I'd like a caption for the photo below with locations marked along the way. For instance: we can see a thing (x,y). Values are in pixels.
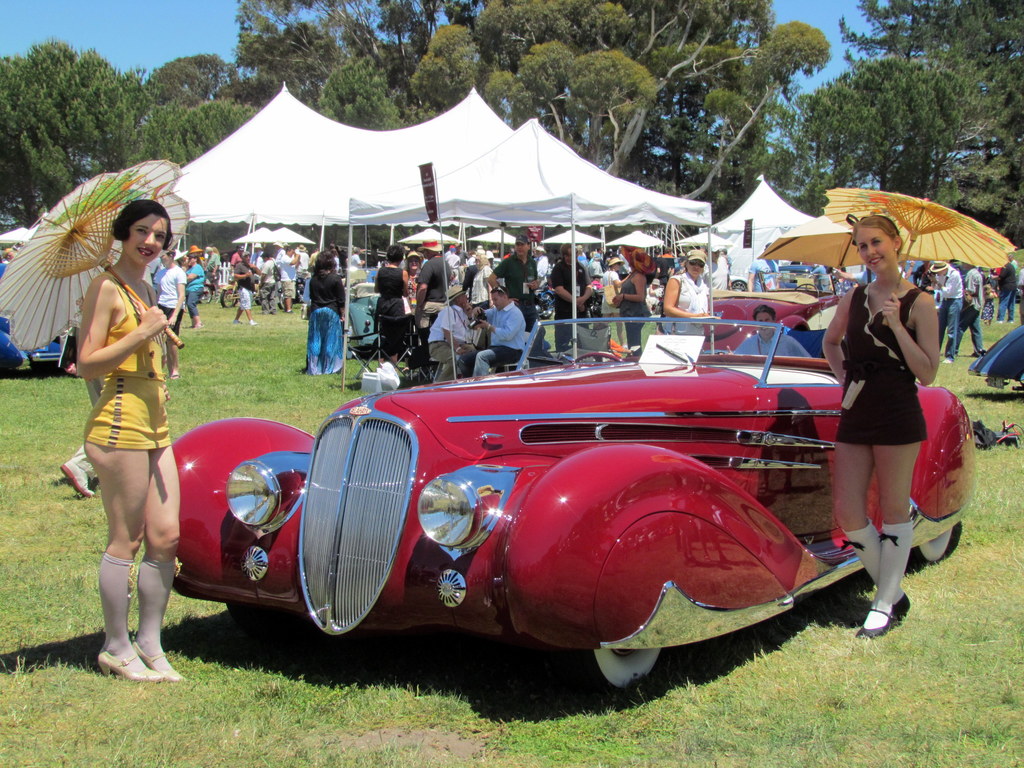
In this image in the front (809,729) there's grass (774,681) on the ground (699,656). In the center (552,452) there is a car (583,453) and there is a person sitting in the car (713,382) which is red in colour. In front of the car (292,433) there are persons (890,424) standing and smiling and holding umbrella (83,287). In the background (516,188) there are tents (474,185) which are white in colour and there are persons (434,284) sitting and standing and walking and there are trees (396,77) and there are vehicles (10,354).
